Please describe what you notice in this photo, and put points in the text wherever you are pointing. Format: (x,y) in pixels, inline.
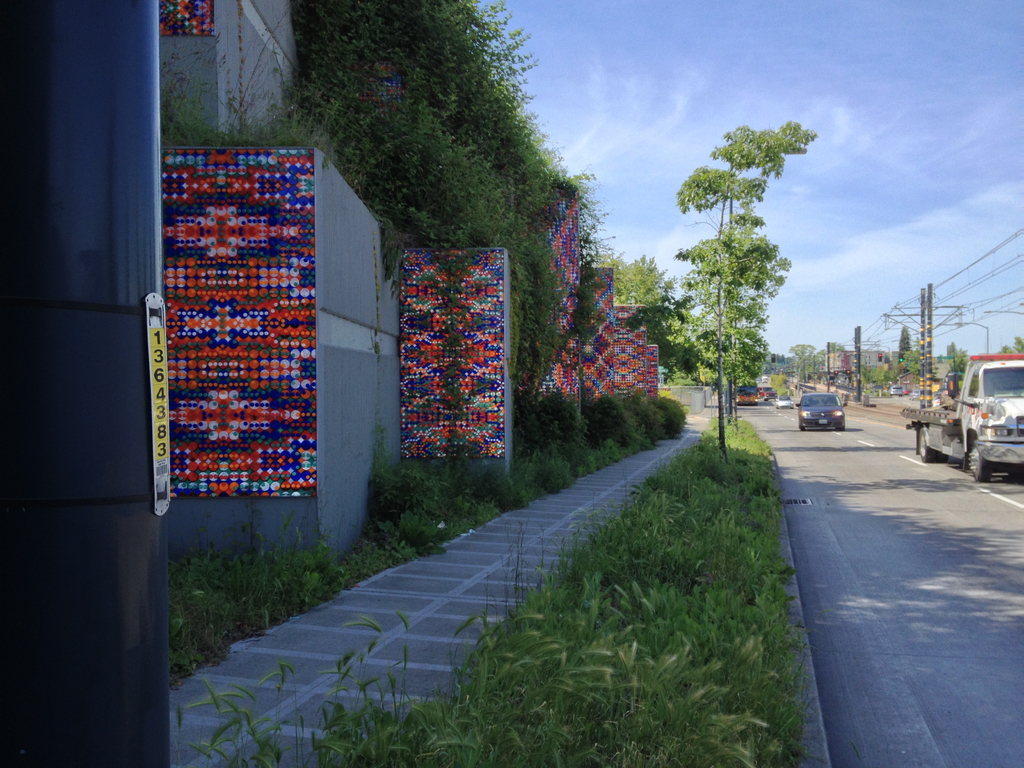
On the right side of this image (873,513) I can see few vehicles (981,437) on the road (899,579). Beside the road (879,637) I can see few plants (687,533) and footpath (431,580). On the left side (188,354) there is a wall (256,76) and also I can see many plants (516,444). in the background (718,345) there are some trees (726,322) and poles (923,345). At the top of the image (801,60) I can see the sky (621,58).
